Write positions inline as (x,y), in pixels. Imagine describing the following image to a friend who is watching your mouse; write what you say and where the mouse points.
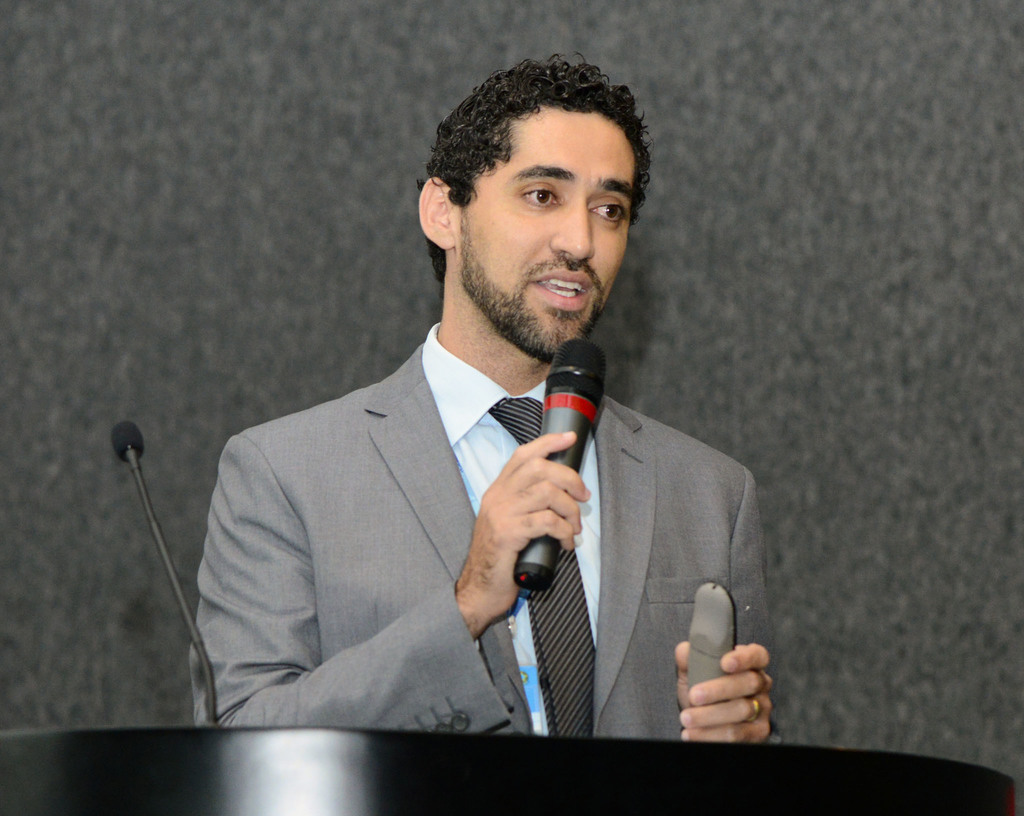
As we can see in the image there is a man (543,497) holding mike (540,566) in his hand (544,464) and talking.
